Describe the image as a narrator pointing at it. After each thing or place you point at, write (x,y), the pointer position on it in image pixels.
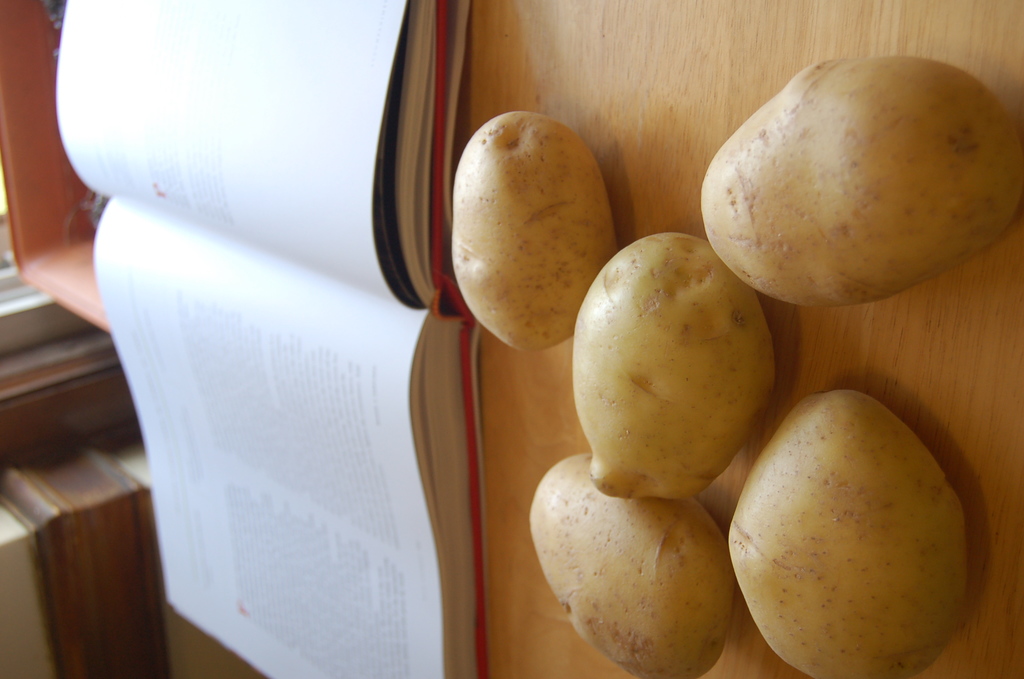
In this picture we can see a book (263,537) opened and potatoes (476,217) placed on a wooden table (938,673).
